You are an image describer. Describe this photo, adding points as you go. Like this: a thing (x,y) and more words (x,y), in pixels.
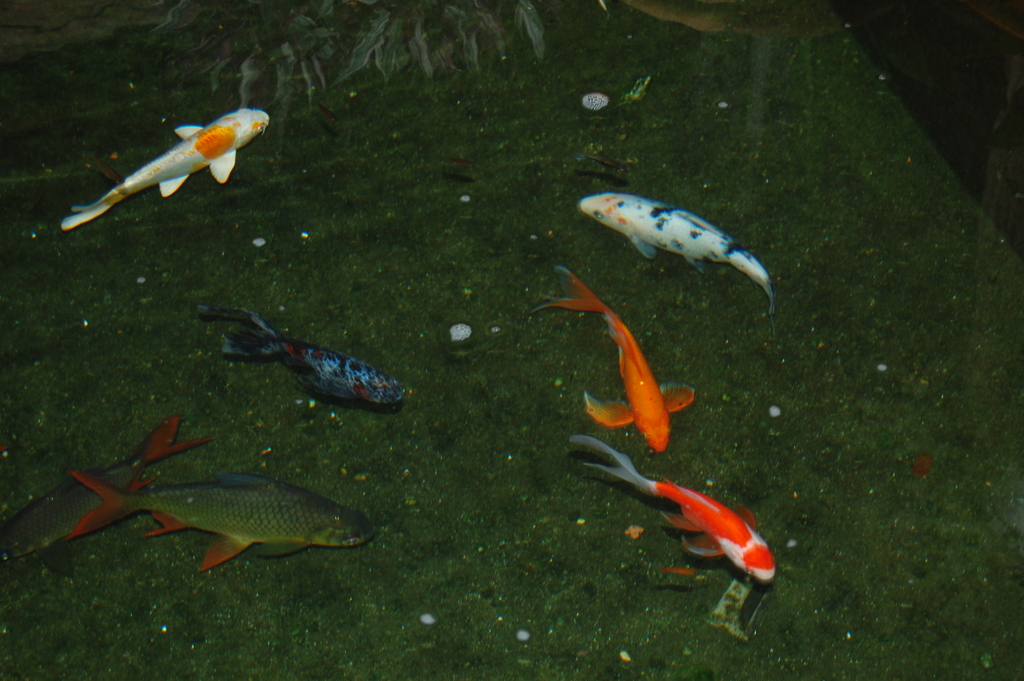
In the image there are different kinds of fish (191,161) in the water (732,363). And also there is a plant (383,28).
